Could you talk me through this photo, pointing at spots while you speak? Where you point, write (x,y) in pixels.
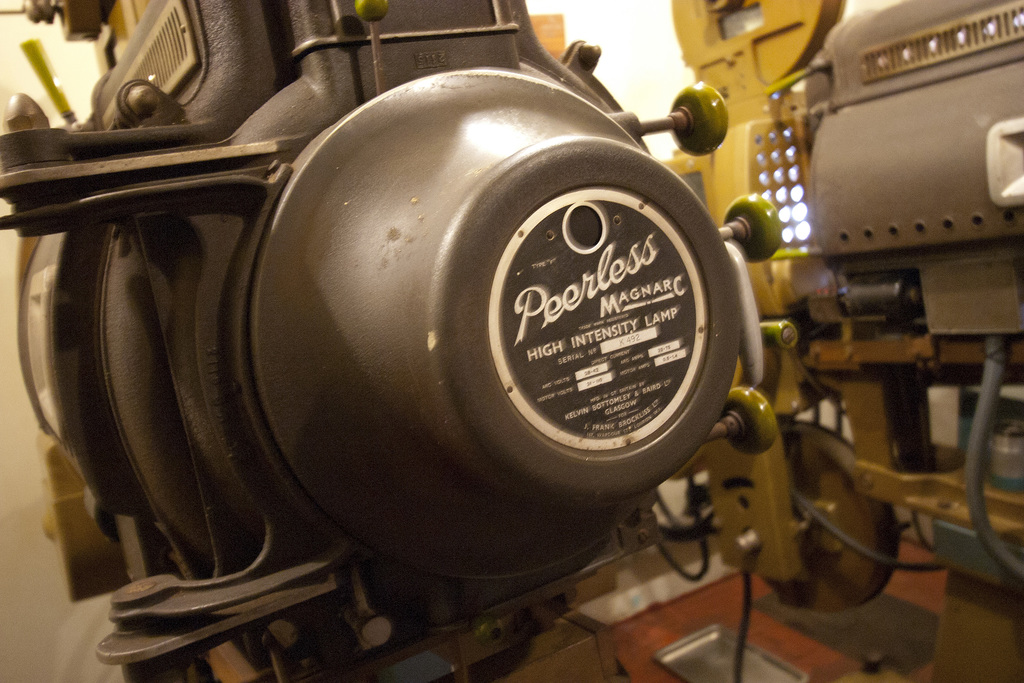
In the image we can see some machines (582,128). Behind them we can see a wall (597,40).
